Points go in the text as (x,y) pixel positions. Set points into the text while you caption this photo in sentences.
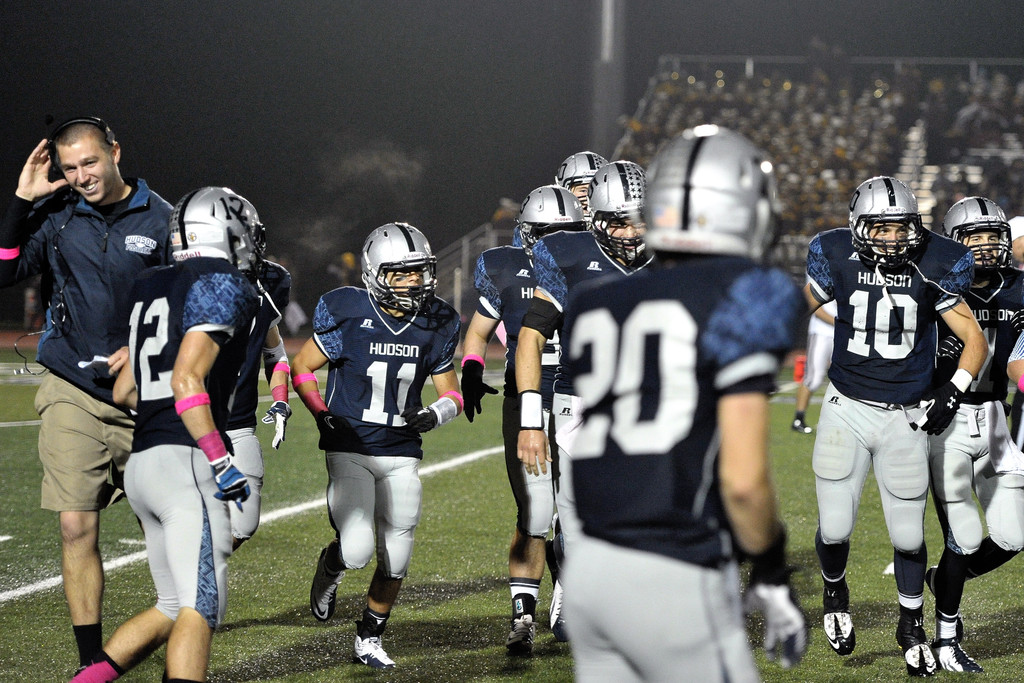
In this image I can see group of people (558,302) standing. In front (704,449) the person (696,482) is wearing black and gray color dress (688,560) and gray color helmet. In the background (883,112) I can see few people (883,112) sitting and I can also see the pole (610,41).
